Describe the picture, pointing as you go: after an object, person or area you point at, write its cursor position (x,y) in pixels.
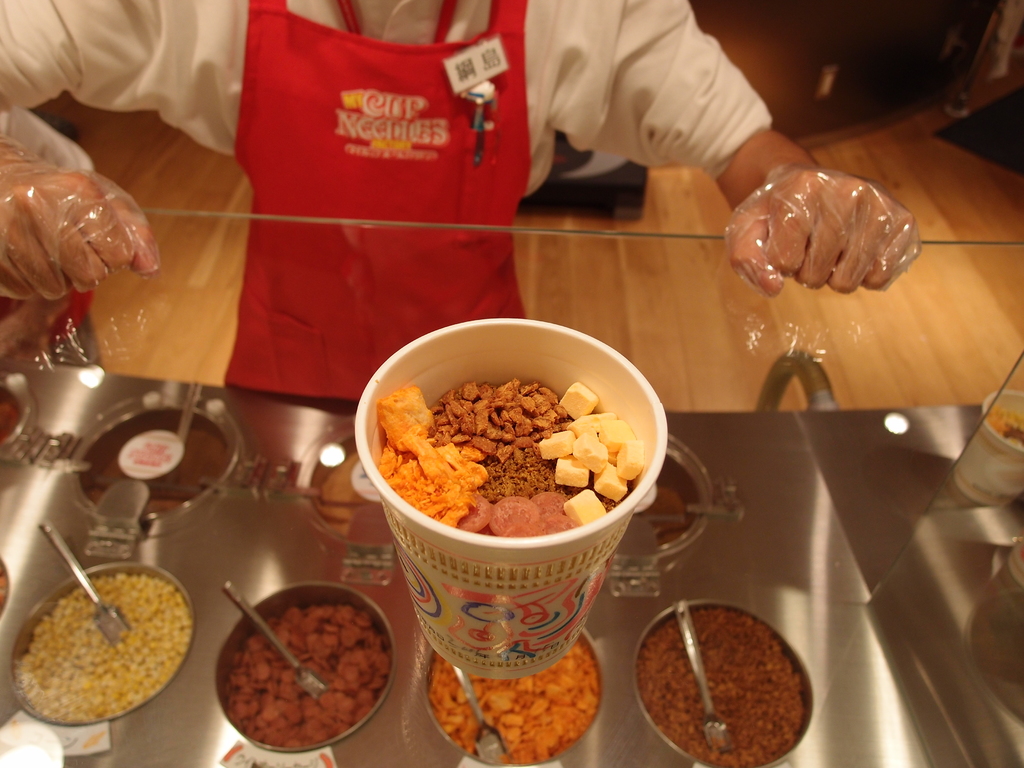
In the center of the image (541,481) a cup of food (513,501) is present on the glass (1007,276). At the bottom of the image (284,700) we can see a food items (681,721) are present in a container (244,639) and spoon (311,684) is there. At the top of the image (411,121) a person (411,121) is standing. In the middle of the image (660,313) floor (953,156) is there. At the top of the image (803,33) wall (846,45) is present.
